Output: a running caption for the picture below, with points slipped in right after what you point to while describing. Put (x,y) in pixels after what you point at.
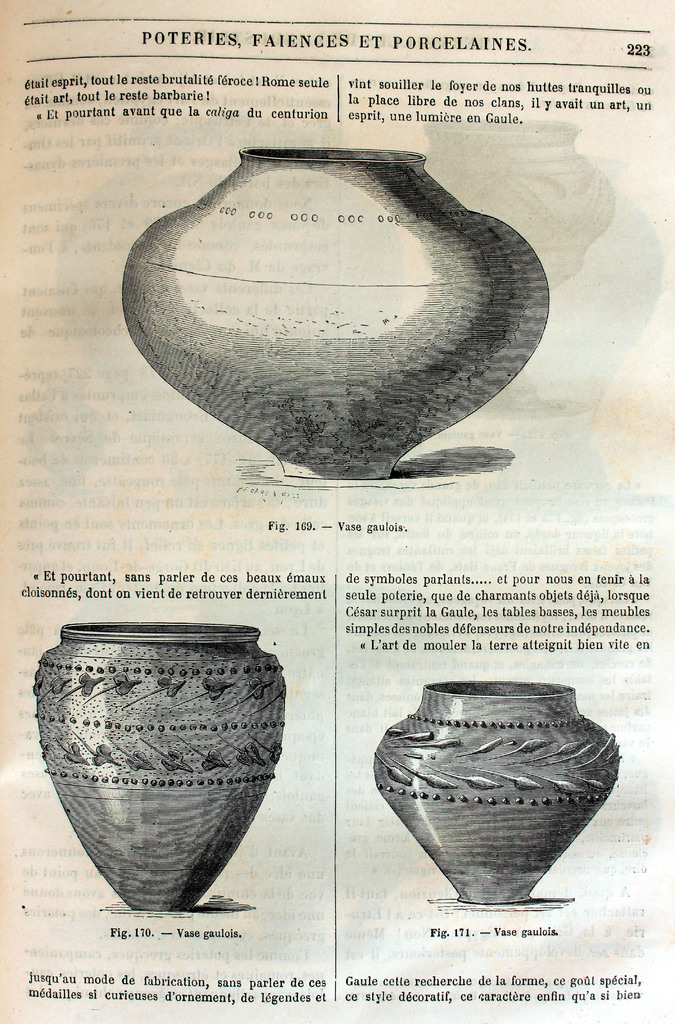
In this image we can see a paper (231,279), there are pots (295,408), and some matter (475,992) written on it.
